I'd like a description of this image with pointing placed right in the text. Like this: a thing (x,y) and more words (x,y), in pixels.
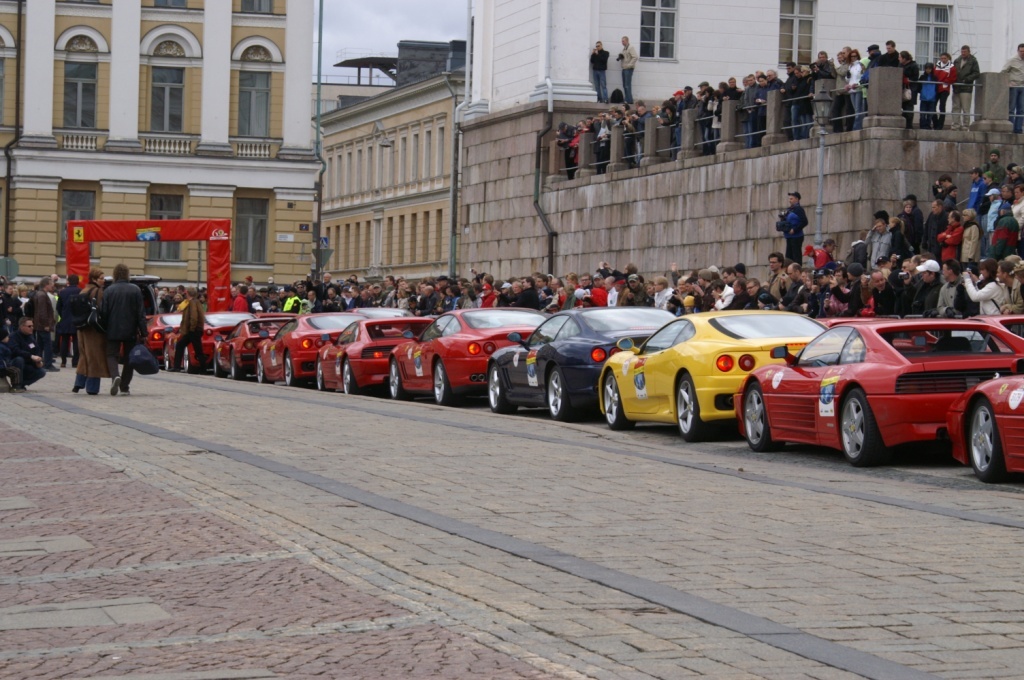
In the background (415,28) we can see sky (415,28), buildings (1009,26). We can see two men (628,44) standing here. This man (629,95) is holding a camera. This is a bag (616,102) in black color. Here we can see people (805,106) standing. On the road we can see cars (884,439) and people (778,290).
